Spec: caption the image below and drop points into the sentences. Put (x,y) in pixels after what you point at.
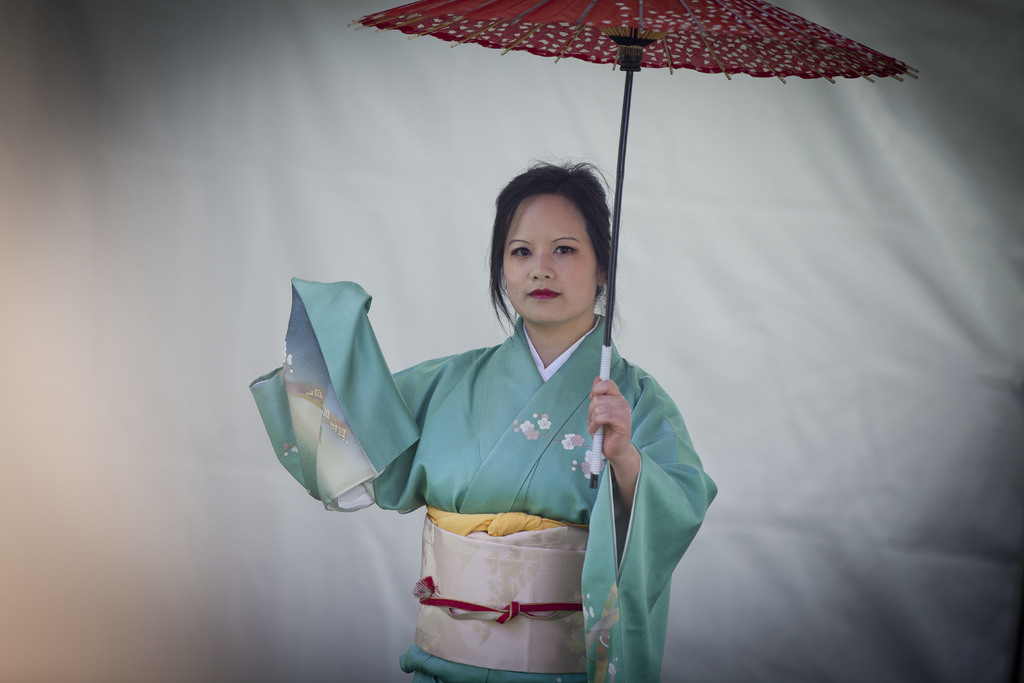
In this image we can see a lady (533,343) holding an umbrella (683,20). In the background (278,39) it is white.
